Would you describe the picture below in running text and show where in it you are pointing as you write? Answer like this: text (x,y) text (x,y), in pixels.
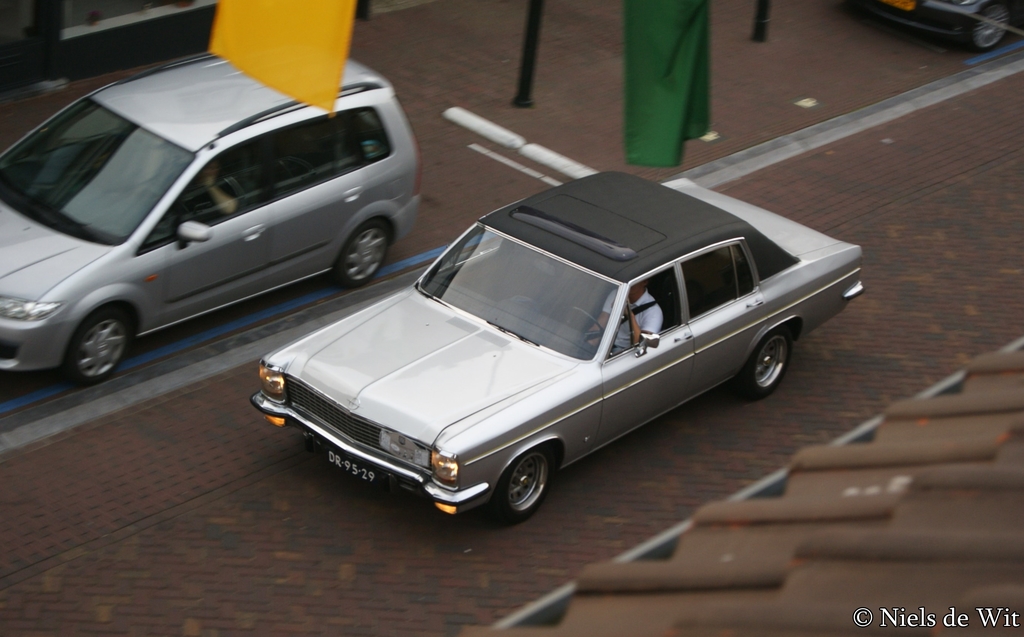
This is the top view of an image, where we can see two silver color cars (369,177) are moving on the road (680,432). Here we can see the roof (819,547), we can see yellow and green color flag (674,75), another vehicle (872,6) in the background (1019,17). Here we can see the watermark (874,618) on the bottom right side of the image (865,622).
